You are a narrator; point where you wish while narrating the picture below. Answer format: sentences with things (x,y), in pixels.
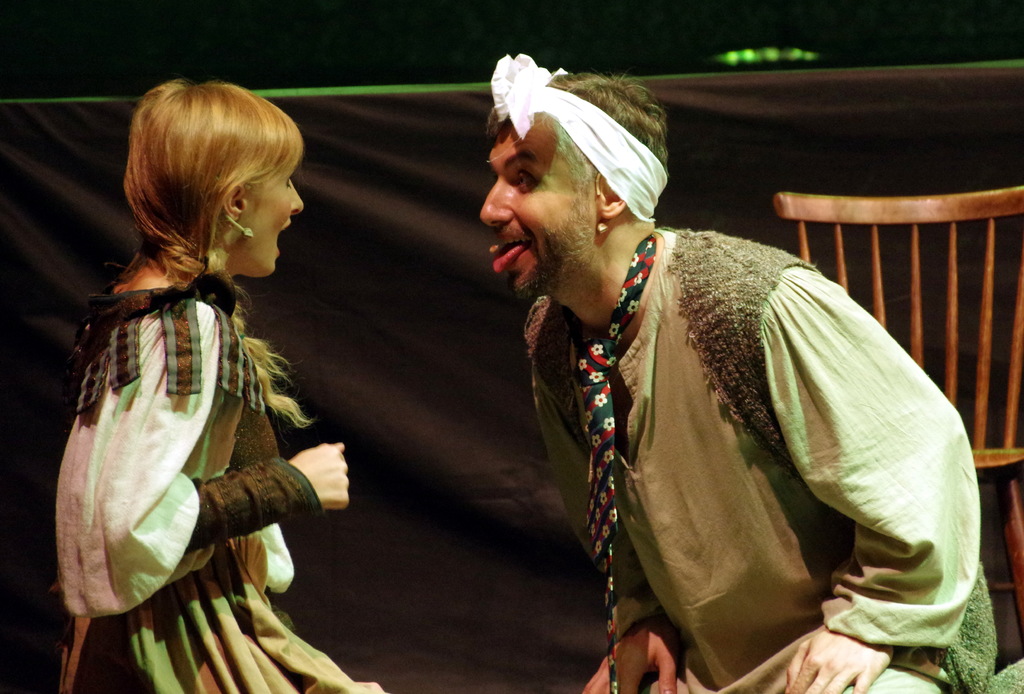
In the image there is a man (705,463) and a girl (213,432), both are facing each other and the man (611,284) is giving some weird expression, behind them there is a black cloth (788,132) and an empty chair (877,270).
